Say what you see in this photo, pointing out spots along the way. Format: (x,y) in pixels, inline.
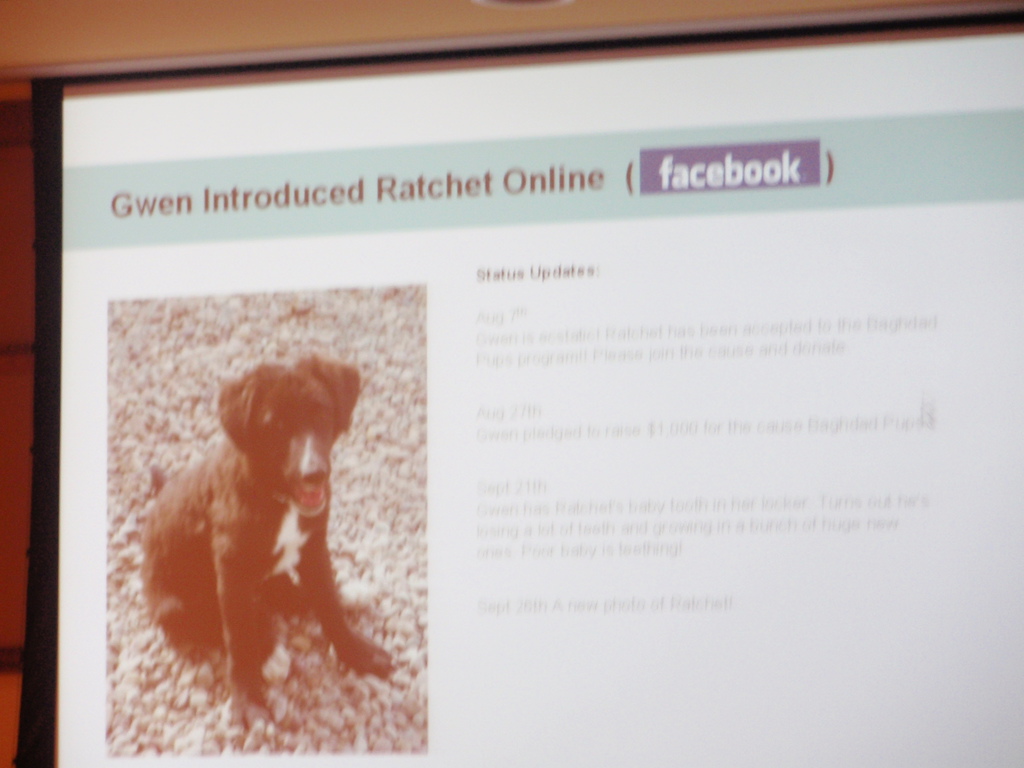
In this image, we can see a screen (505,418), on the left side of the screen (345,480), we can see the image (295,432) of the dog (237,473) sitting on the stone (392,595). On the right side of the screen (828,429), we can see some text (714,432), on which it is printed. In the background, we can see a wall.
